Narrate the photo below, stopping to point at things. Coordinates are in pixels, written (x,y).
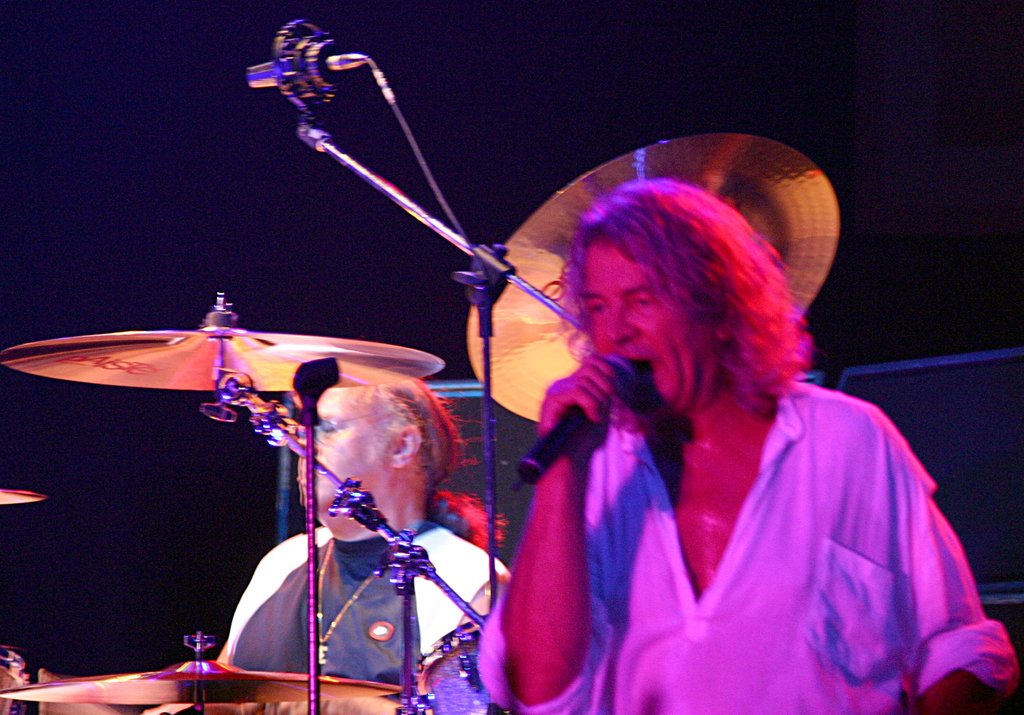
In this image we can see there are persons (688,439) holding a mic (560,442). And there are musical instruments (527,413). And at the back (927,414) the object (937,433) looks like a speaker (938,393).
